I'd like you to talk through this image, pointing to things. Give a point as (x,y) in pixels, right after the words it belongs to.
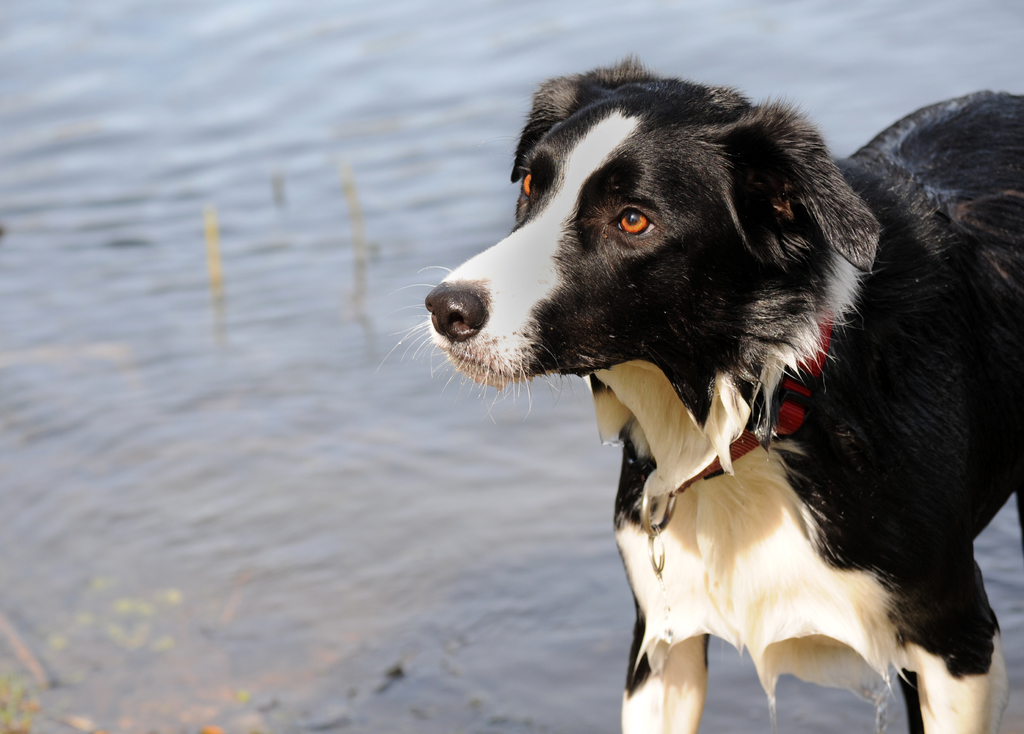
On the right side of the image (894,293) there is a dog (766,517) standing. Behind the dog (726,478) there is water (336,280).
